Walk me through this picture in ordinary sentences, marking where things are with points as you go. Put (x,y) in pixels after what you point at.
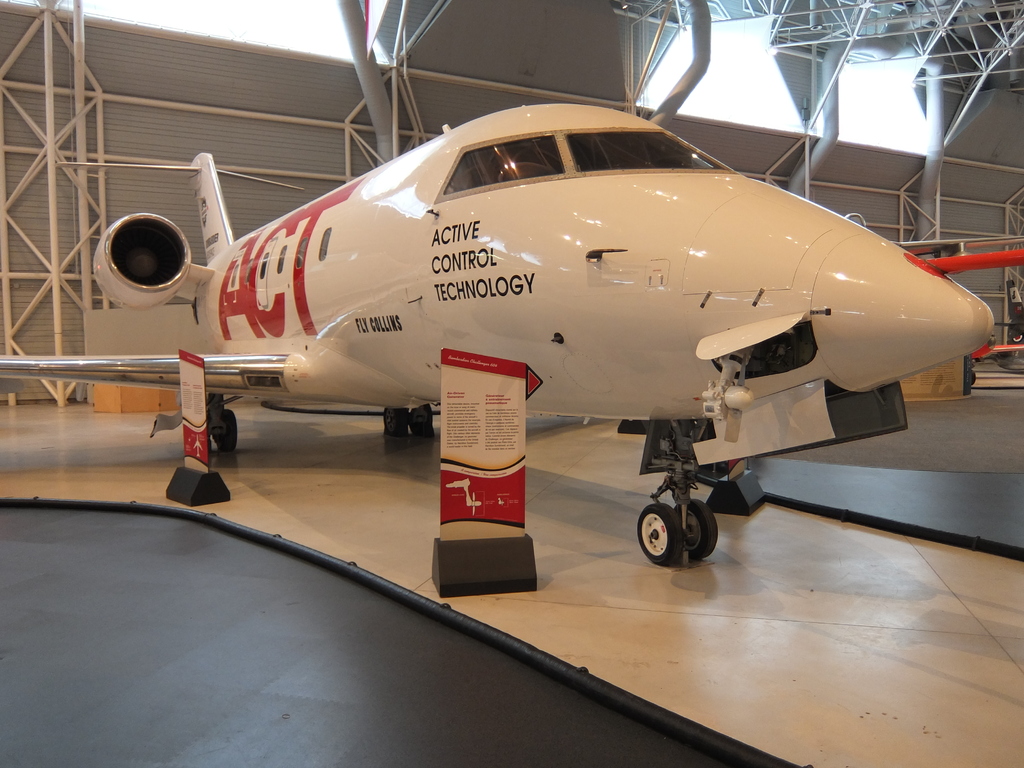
In the center of the image (604,264) there is an aeroplane (368,232). In the background (20,99) we can see iron rods (860,15) and wall (208,119).
